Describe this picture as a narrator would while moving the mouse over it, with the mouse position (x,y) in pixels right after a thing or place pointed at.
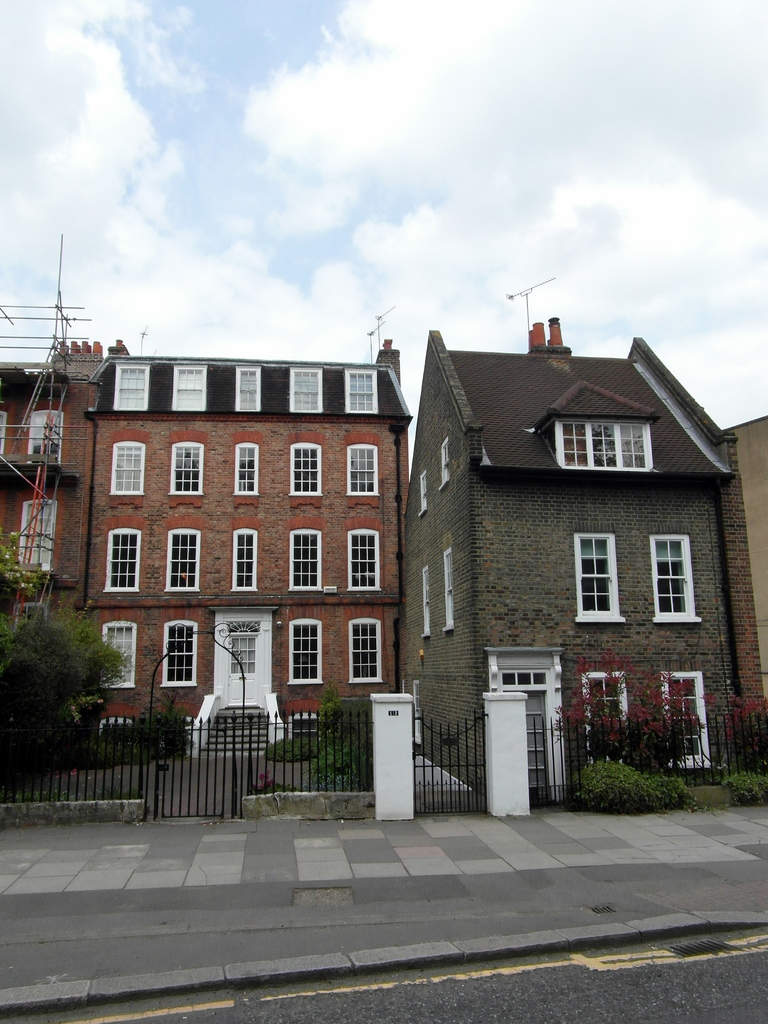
This picture is clicked outside. In the foreground (523,986) we can see the pavement (470,893) and the road (606,1010). In the center (260,617) there is a staircase (239,746) and we can see the houses (253,489) and the doors (543,707) and windows (662,591) of the houses (614,549) and we can see the plants (81,757), fence (155,763) and in the background (513,237) there is a sky (291,215) which is full of clouds (329,218).
